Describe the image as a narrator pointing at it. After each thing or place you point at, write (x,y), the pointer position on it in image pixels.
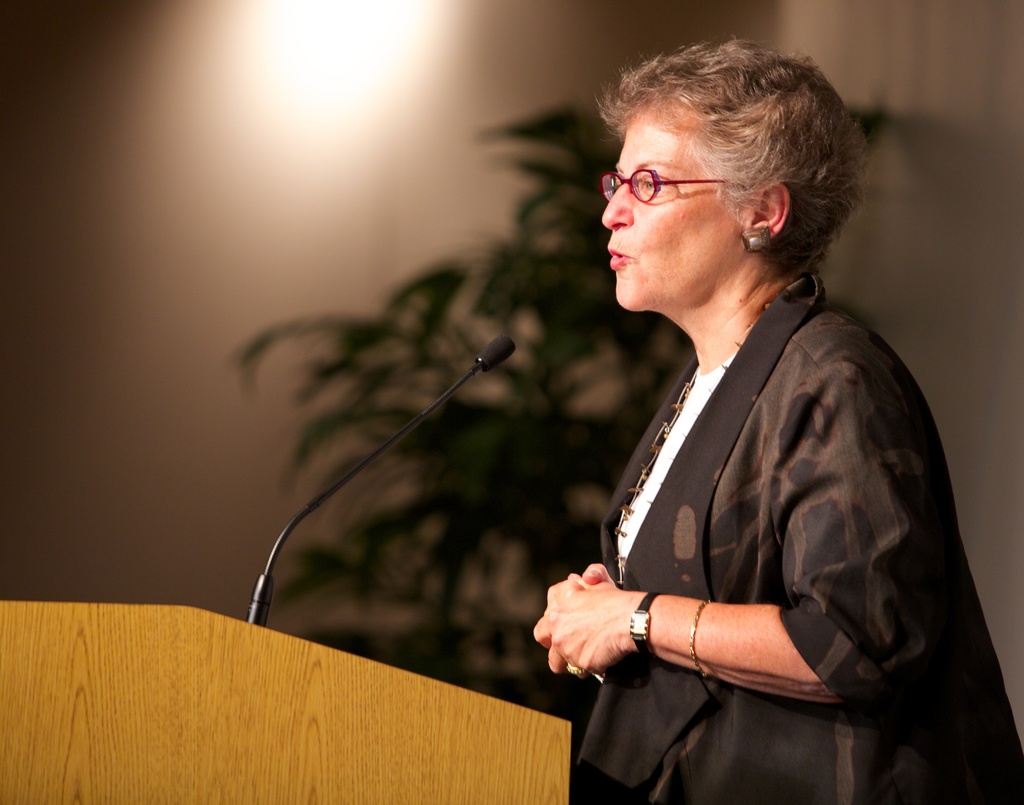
On the right of this picture (710,577) we can see a person (715,329) standing and seems to be talking. On the left (265,584) we can see a microphone (487,355) attached to the wooden podium (235,709). In the background (358,69) we can see the light (406,66) and a plant (550,313).
